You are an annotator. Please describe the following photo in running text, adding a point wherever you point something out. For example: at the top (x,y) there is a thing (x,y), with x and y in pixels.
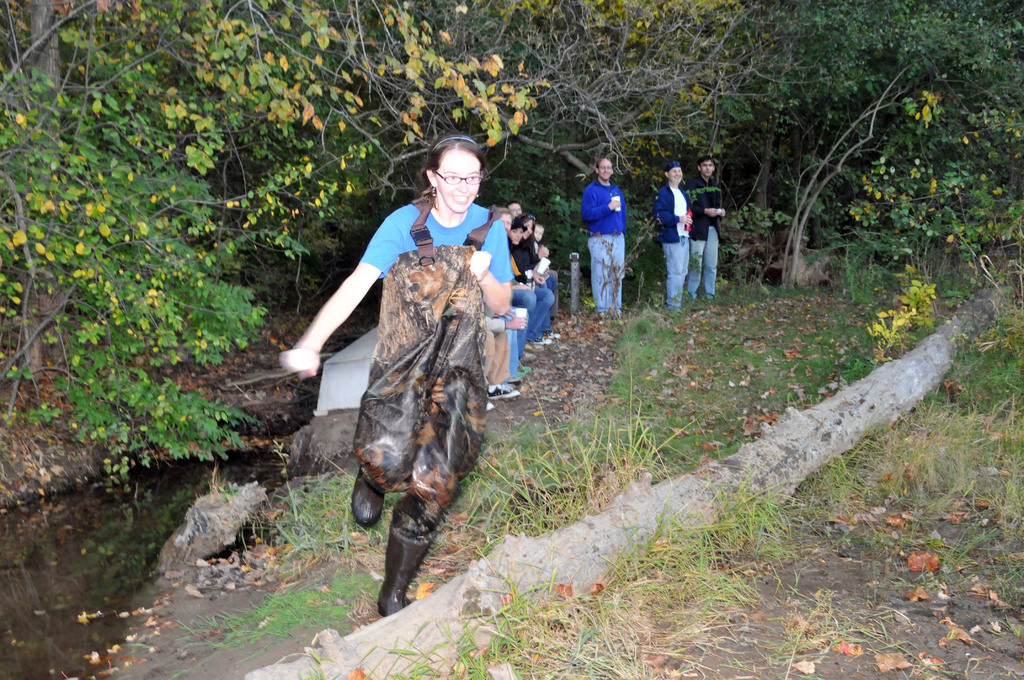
Here we can see a woman (370,411) is running on the ground (264,411). In the background (500,327) few people (513,283) are sitting and three men (671,225) are standing by holding a cup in their hand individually and we can see trees (92,291), water (169,500) and grass (461,502).
